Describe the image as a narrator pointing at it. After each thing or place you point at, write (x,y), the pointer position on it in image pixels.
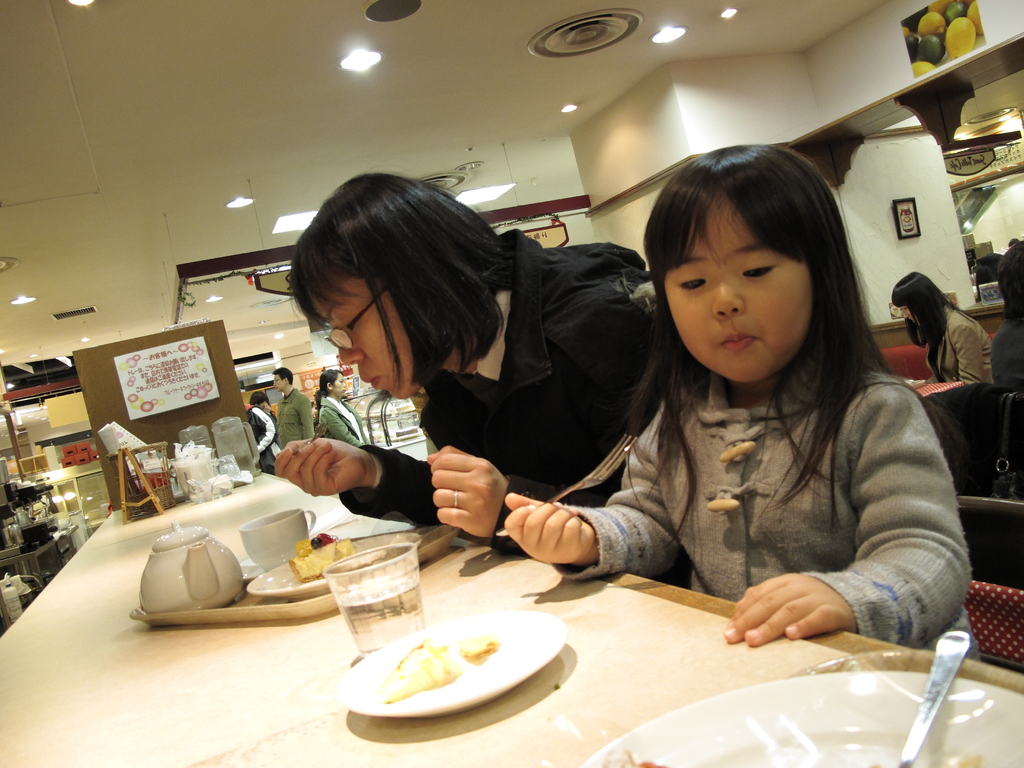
In this picture we can observe two members (537,380). One of them was a woman (577,393) and the other was a girl (761,468). Both of them were sitting in front of a table (530,760) on which some plates (487,689), glass (385,599) and a teapot (183,568) were placed. They are eating. In the background (325,399) some of the people (293,405) were standing. There is a white color board (150,382) fixed here. On the right side (853,257) there is a wall (908,180).
